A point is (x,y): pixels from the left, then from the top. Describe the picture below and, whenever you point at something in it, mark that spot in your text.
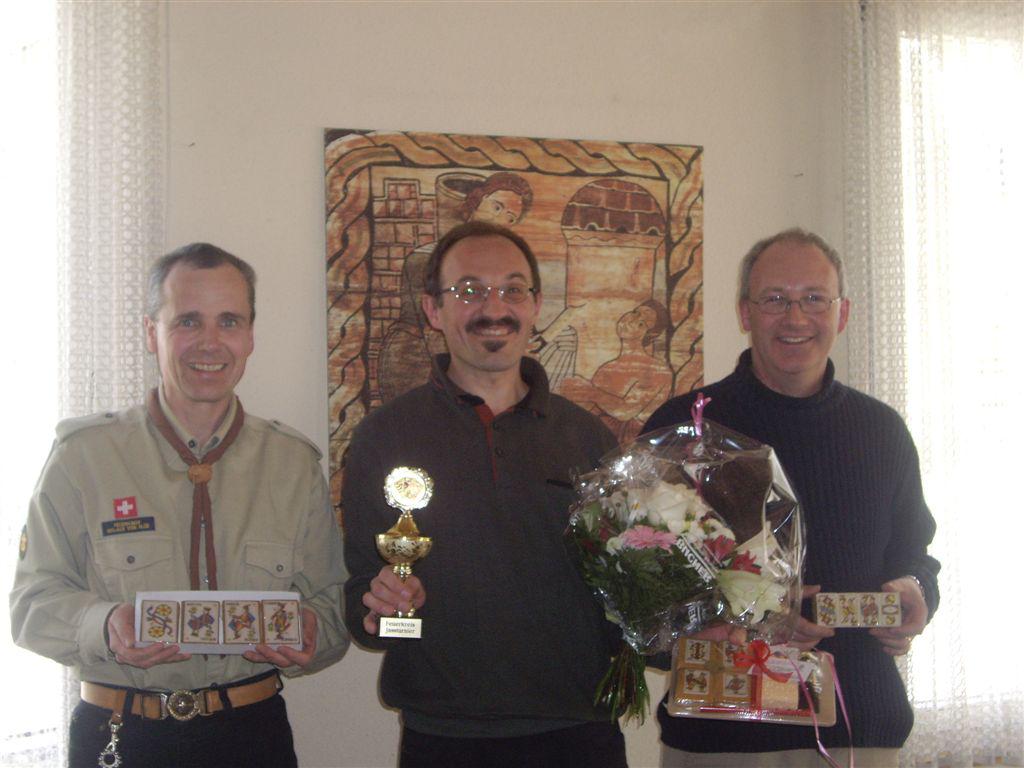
In the image there are three men (544,567) in shirts (266,553) and sweaters (468,667) holding flower bouquet (656,611), trophy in front of the wall (317,194) with windows (963,111) on either side with curtains (105,68) on it and a painting (399,188) on the middle of the wall (290,185).
